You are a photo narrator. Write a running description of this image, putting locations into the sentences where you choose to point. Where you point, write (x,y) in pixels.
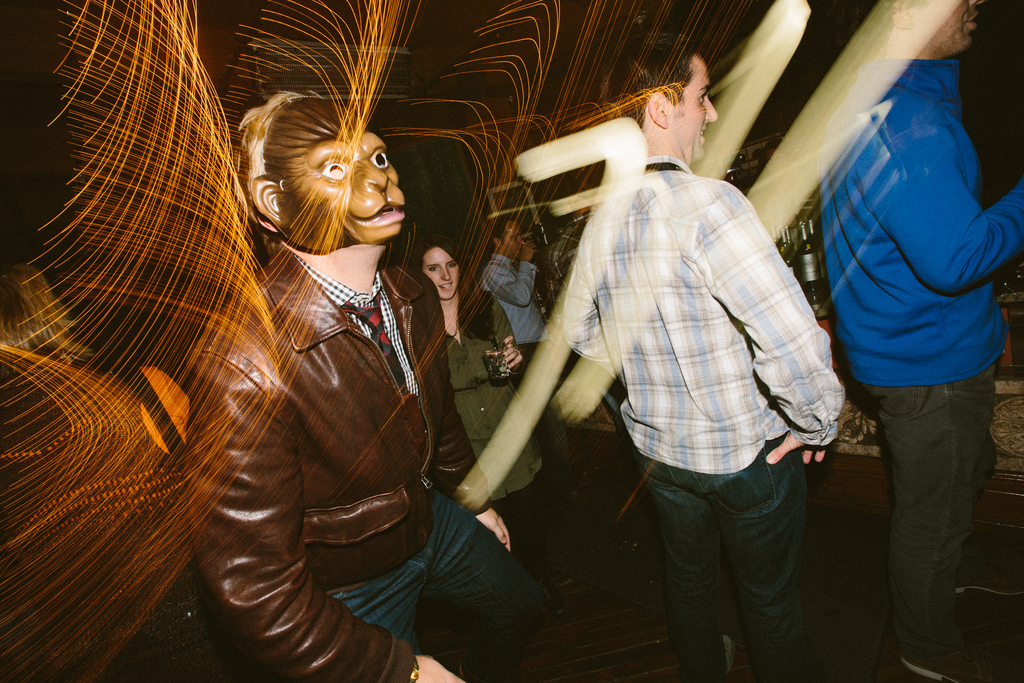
In this image there is a woman (464,303) holding a glass of drink (491,356) in her hand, in front of the woman (469,343) there are three people (368,390) standing and one of the person (429,350) is wearing a monkey mask (356,156), behind the woman (493,423) there are two other people (516,314) standing.
